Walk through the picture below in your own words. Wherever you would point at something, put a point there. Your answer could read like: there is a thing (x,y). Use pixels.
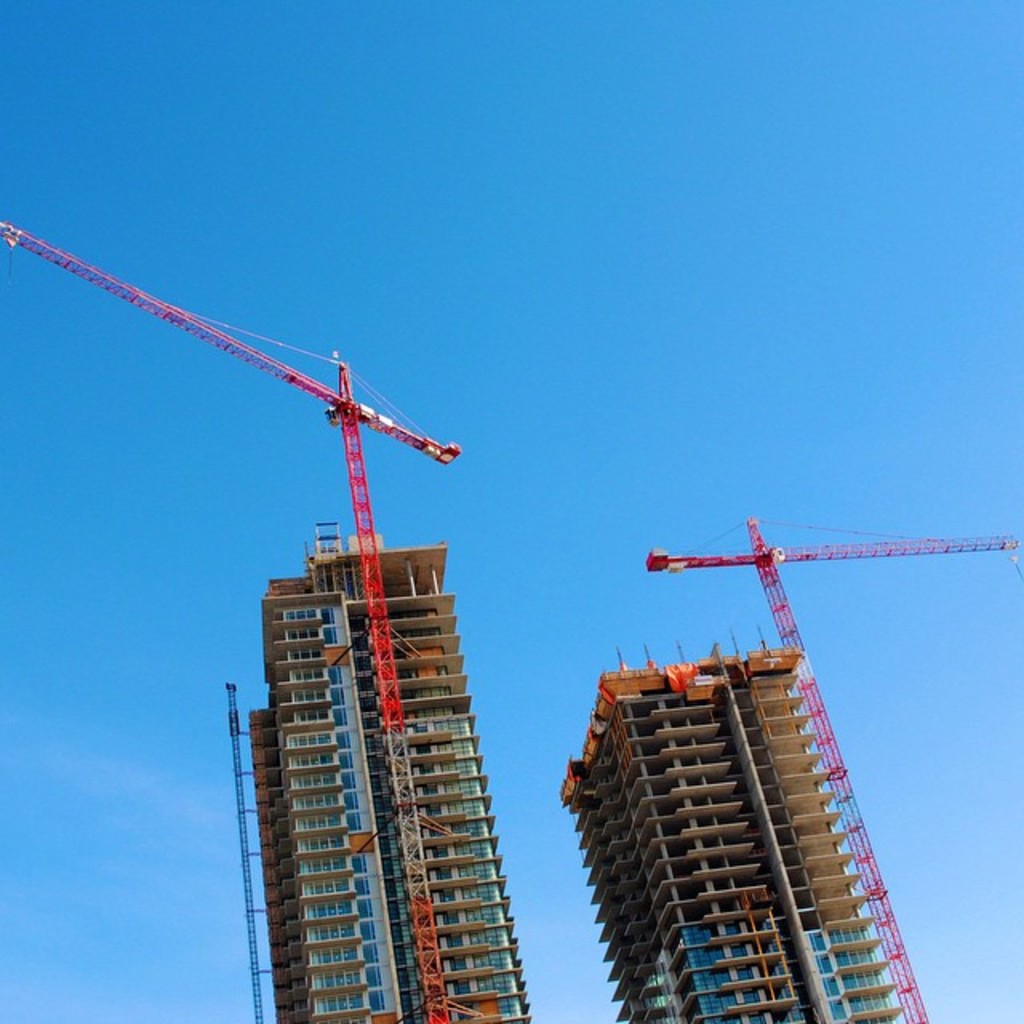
In the image we can see two crane tower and constructions (391,582). Behind them there is sky (129,254).
